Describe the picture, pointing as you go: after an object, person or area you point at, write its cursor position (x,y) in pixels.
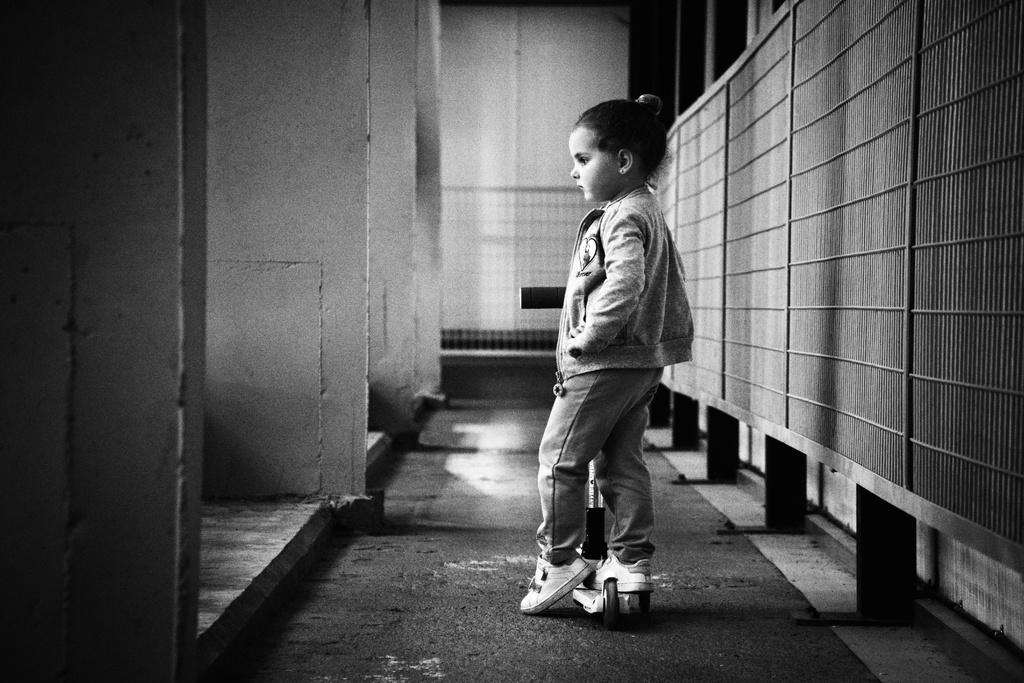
In this image we can see a girl (623,580) standing on the kick scooter (615,599). In the background (494,84) there is a wall (541,43) and we can see pillars (192,307).
